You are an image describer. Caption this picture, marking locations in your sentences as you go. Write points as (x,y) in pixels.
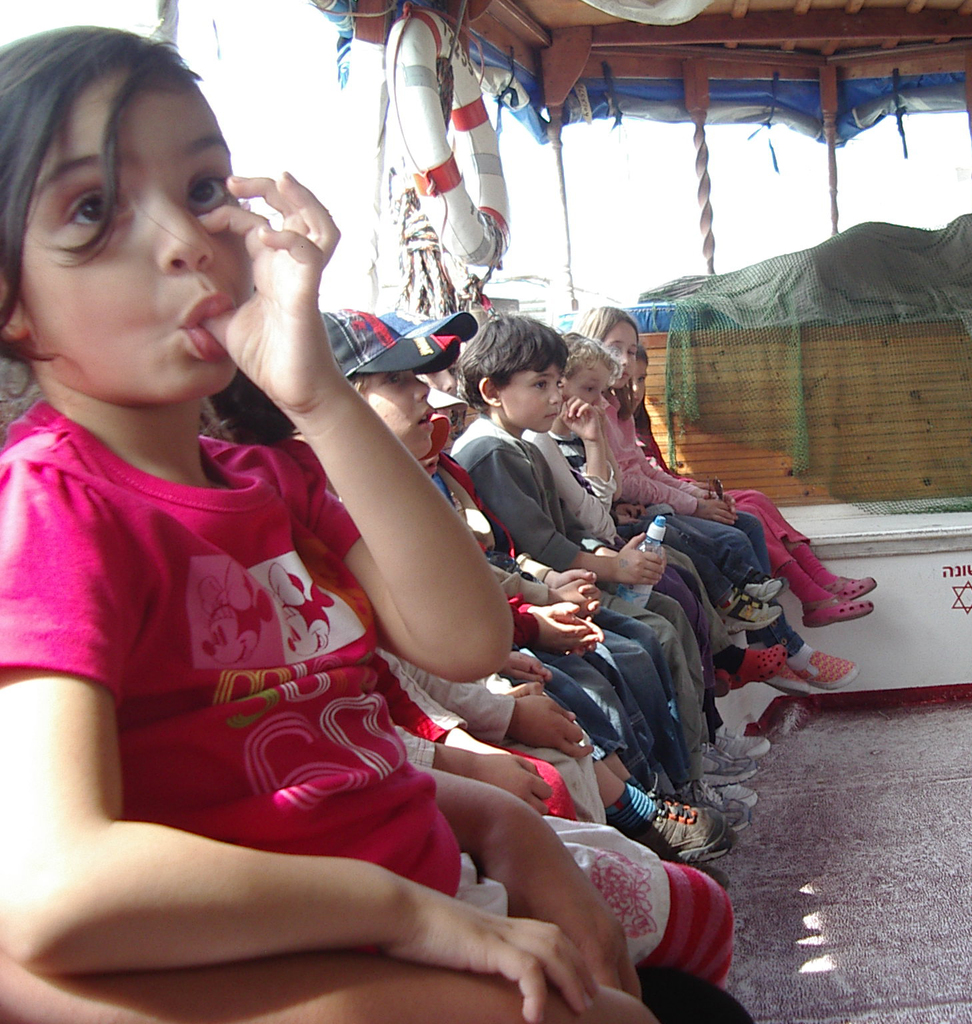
In this image I can see the group of people (311,681) with different color dresses (358,656). These people (357,646) are sitting in the boat (755,808). I can see two people (410,396) with the caps (403,355). There is a tube (419,145), net (717,280) and some objects (677,294) in the boat (709,256). And there is a white background (361,180).
